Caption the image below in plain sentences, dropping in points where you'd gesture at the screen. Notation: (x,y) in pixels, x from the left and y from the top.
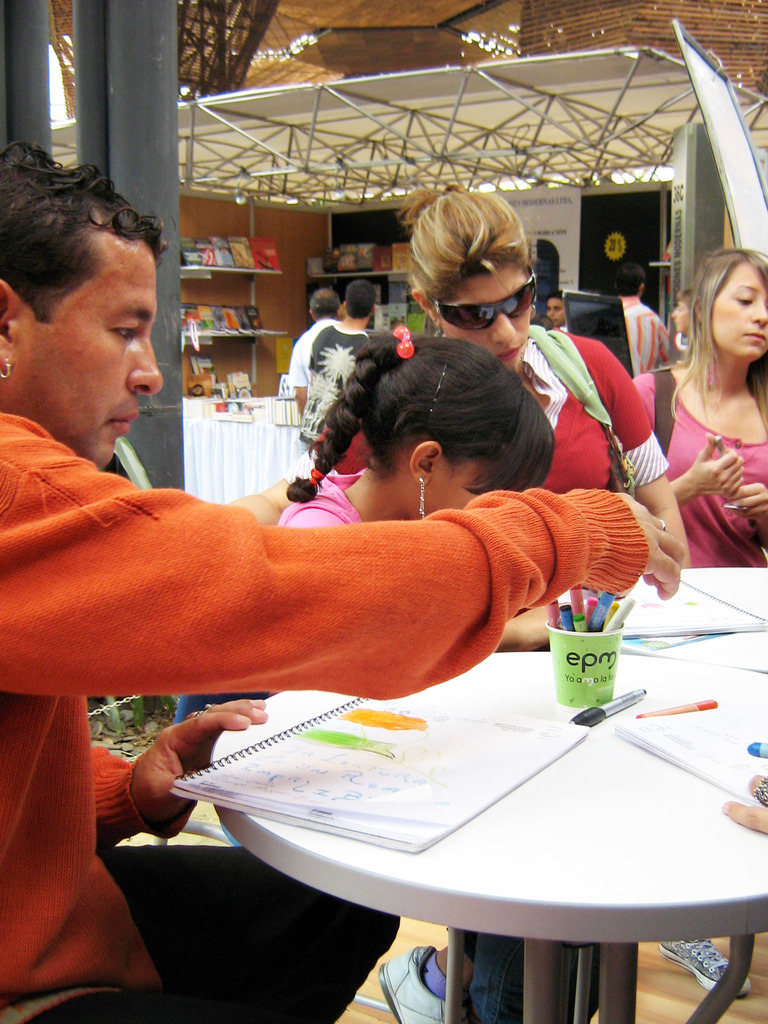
This is the picture of some people (116,475) who are sitting around the table (583,844) on which there are some papers (489,778) and some crayons (753,752) and behind there is a shed (548,138) in which there are some shelves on which some books (189,265) and things (200,390) are placed.
